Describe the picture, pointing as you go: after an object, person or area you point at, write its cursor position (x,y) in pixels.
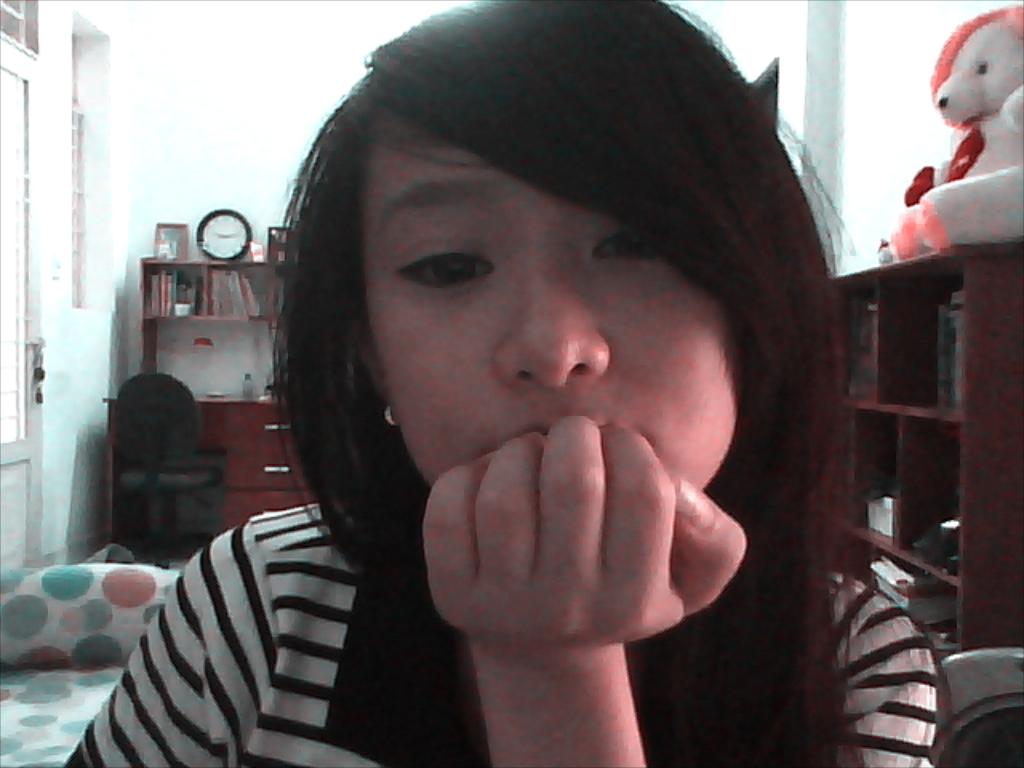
In this image I can see the person (423,519) and the person (461,640) is wearing white and black color shirt (292,621). Background (955,207) I can see the doll (947,219) in white color and I can also see few books (231,298) in the racks (145,293) and I can also see the chair (159,414). Background (218,25) the wall (184,100) is in white color.
